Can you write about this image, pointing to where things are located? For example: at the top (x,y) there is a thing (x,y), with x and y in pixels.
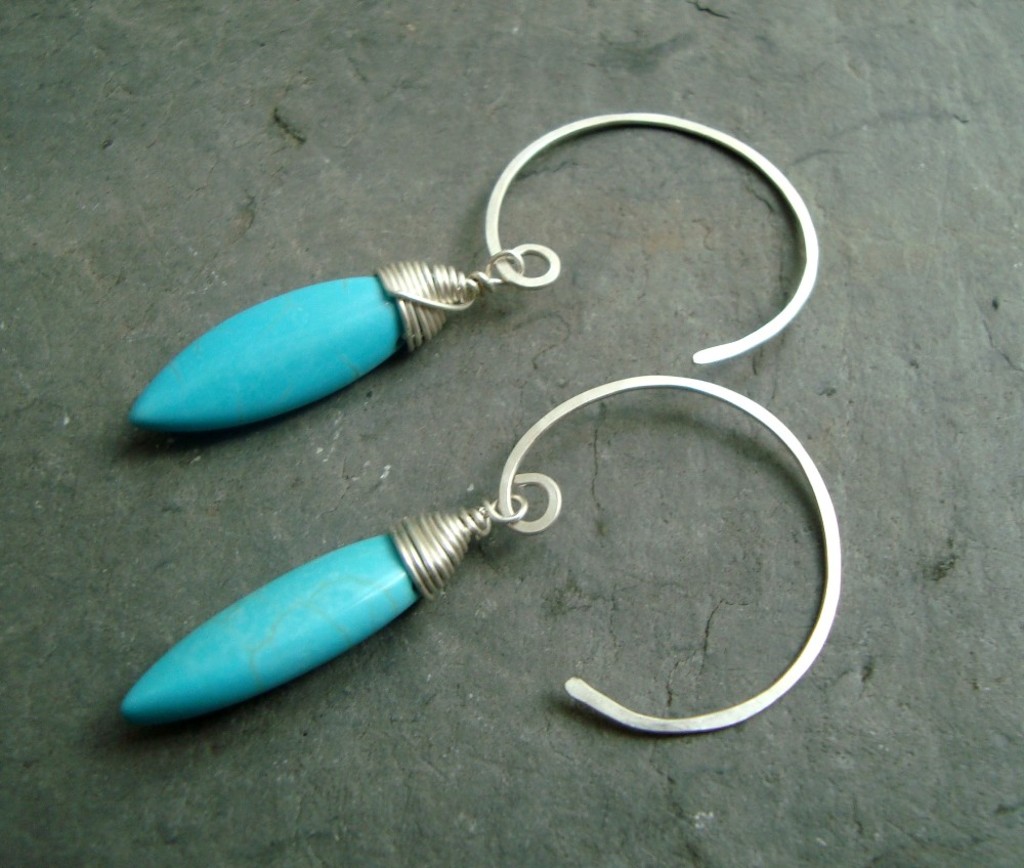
This image consists of two earrings (162,711). They are in blue color.
